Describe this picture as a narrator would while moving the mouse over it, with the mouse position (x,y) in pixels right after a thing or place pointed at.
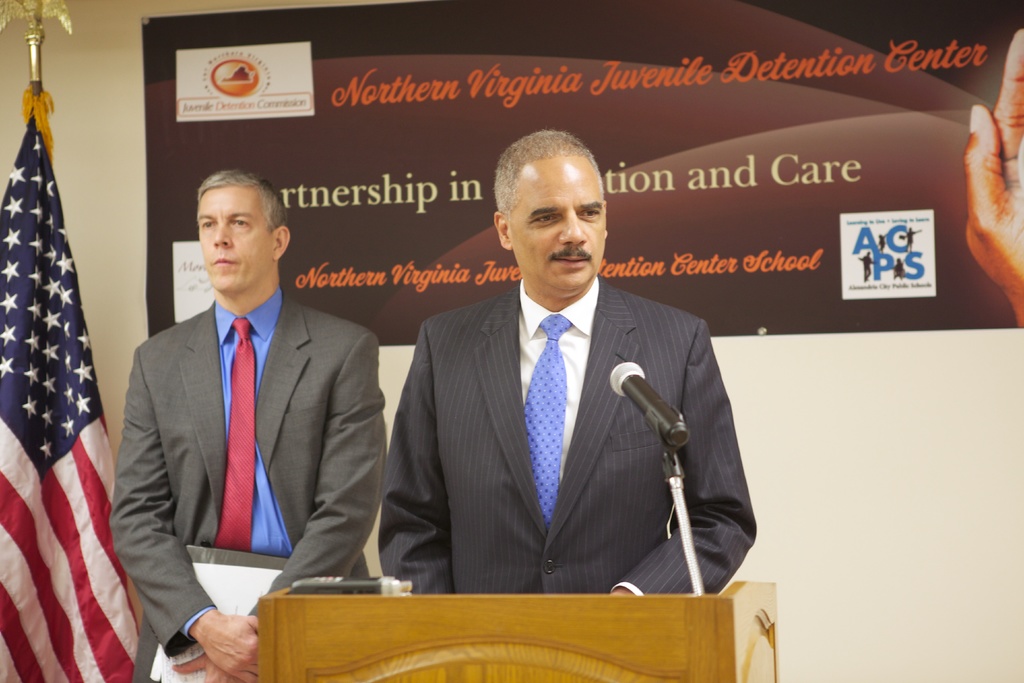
In this picture I can see couple of them (411,378) standing and I can see a man (480,513) standing at a podium (590,612) and speaking with the help of a microphone (632,381) and I can see a flag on the left side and I can see another man (252,638) holding papers (219,600) and a file (205,558) in his hand (225,662).
